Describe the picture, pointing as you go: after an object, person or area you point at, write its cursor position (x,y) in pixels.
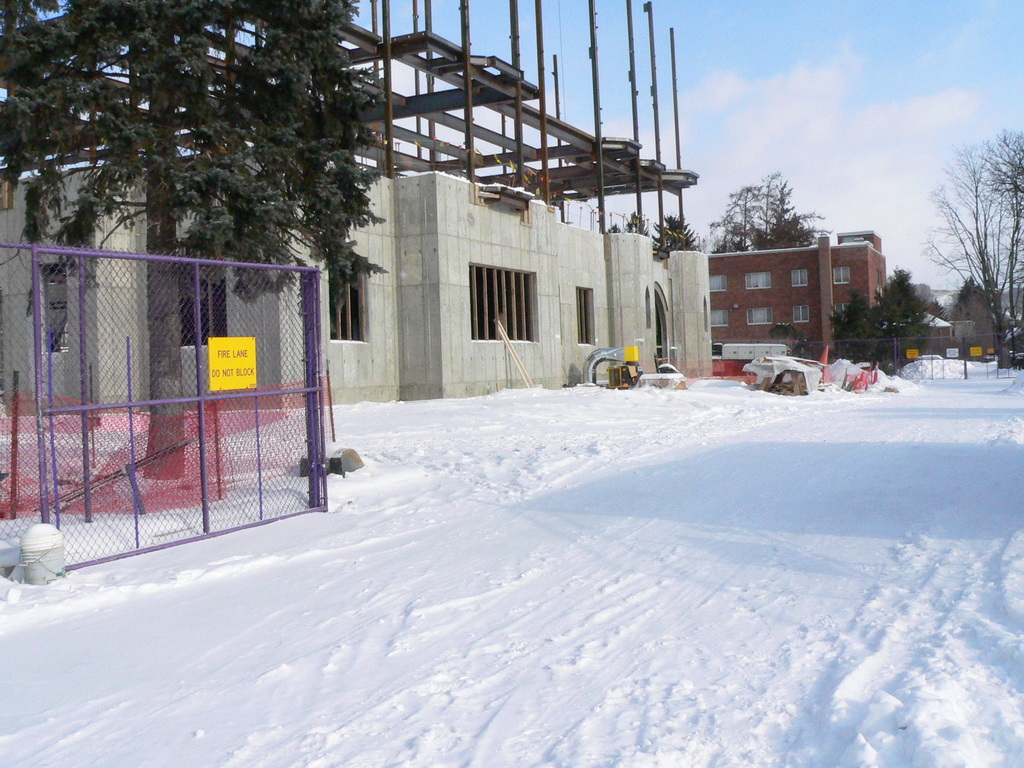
In this image land (556,418) is covered with snow (543,502), in the background (777,303) there are buildings (499,269), trees (1021,303), fencing (88,351) and the sky (907,150).
